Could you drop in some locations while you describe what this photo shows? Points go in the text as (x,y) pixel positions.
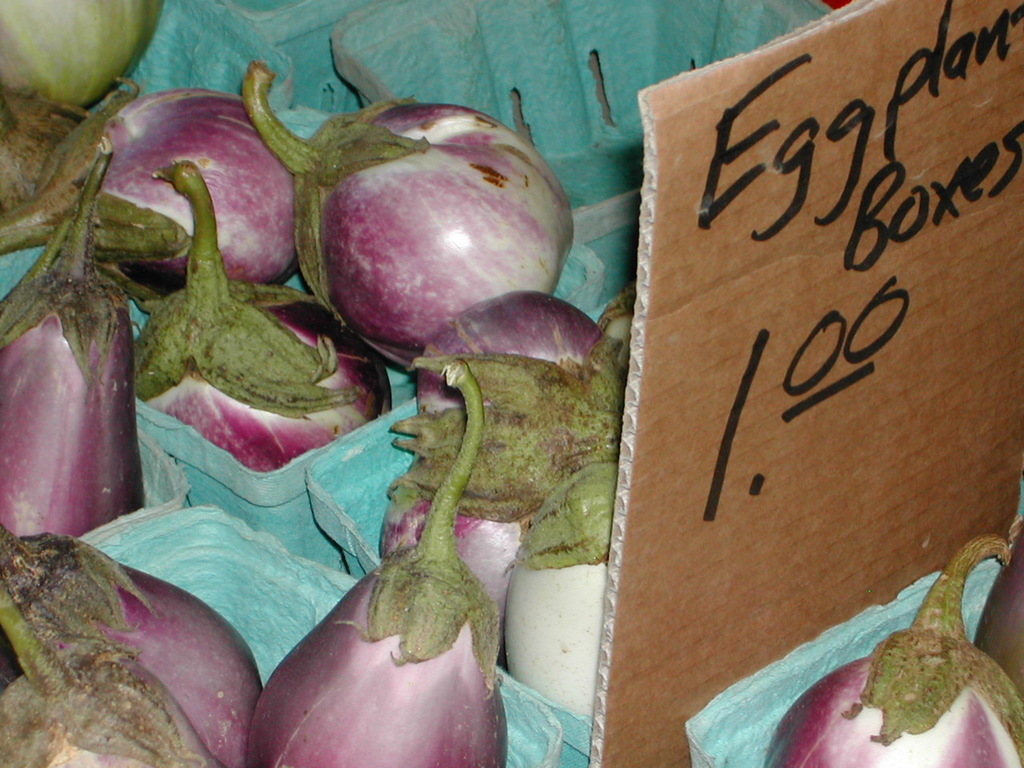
In this picture I can see there are few eggplant (337,641), they are placed in a box (311,605), there is a board (805,111) here at right side (973,122) and there is something written on it.
